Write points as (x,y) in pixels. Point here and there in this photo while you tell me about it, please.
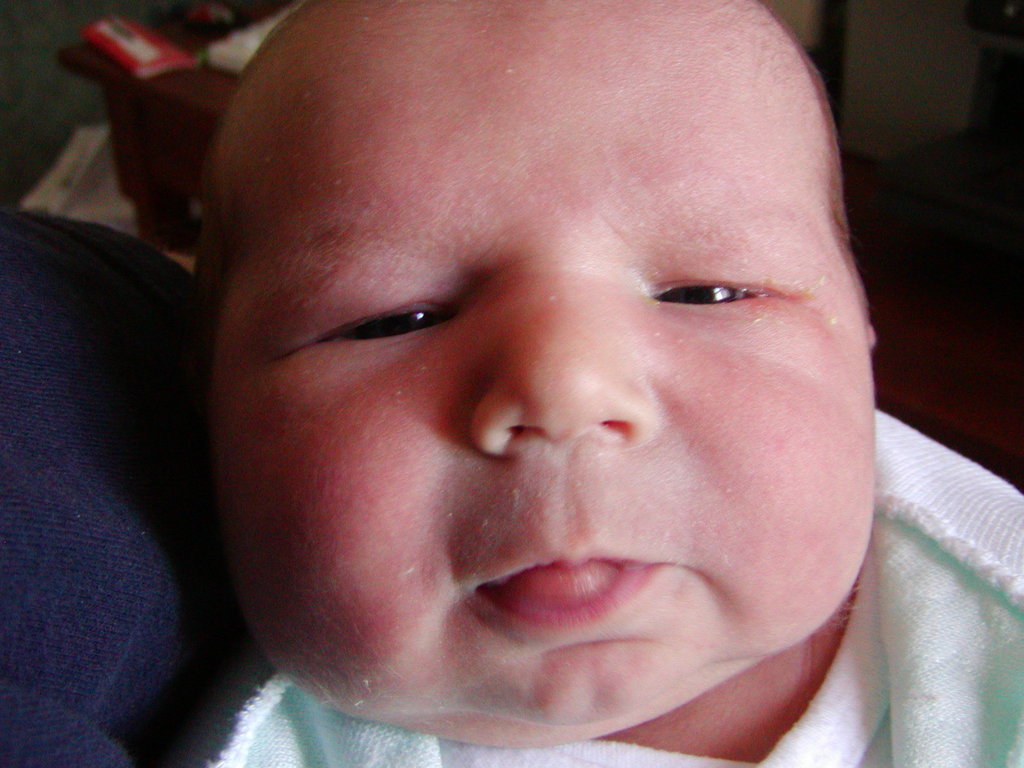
In this image in the foreground (481,400) there is one baby (481,400), and in the background (134,84) there are some objects (911,111).
